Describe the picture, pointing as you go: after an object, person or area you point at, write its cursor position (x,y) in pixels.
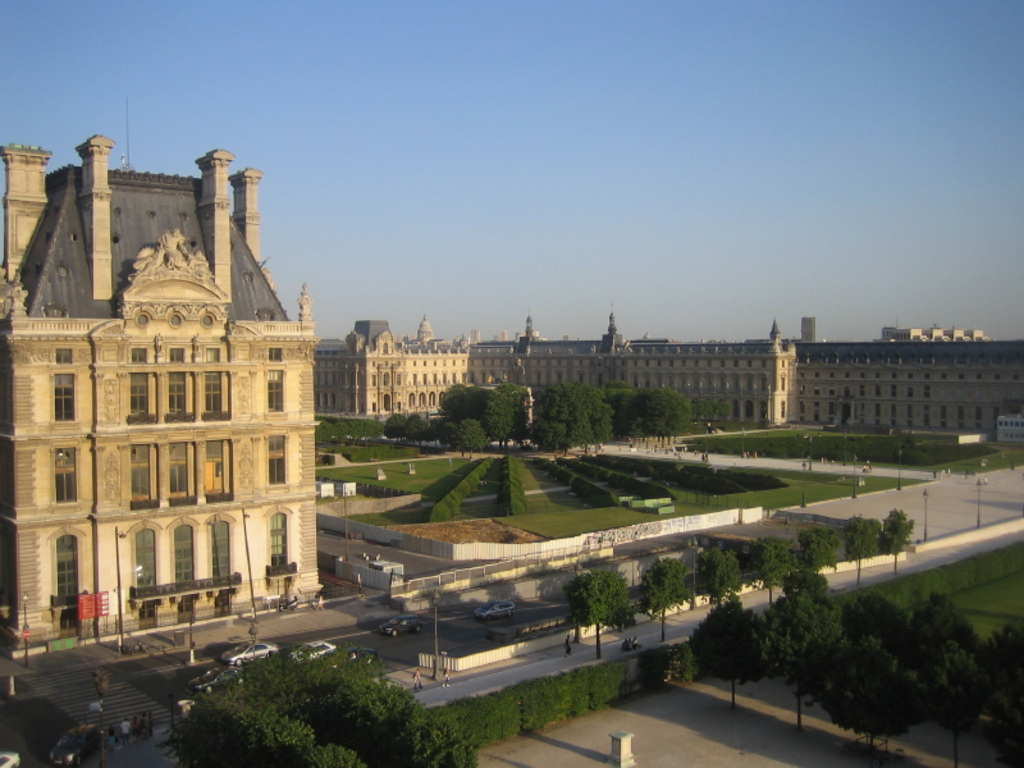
In this image we can see many buildings (383,386) with windows (136,464). Also there are trees (608,611) and bushes (570,460). There are light poles (580,552). And there is a road (165,668) with vehicles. In the background (581,135) there is sky (581,135).
